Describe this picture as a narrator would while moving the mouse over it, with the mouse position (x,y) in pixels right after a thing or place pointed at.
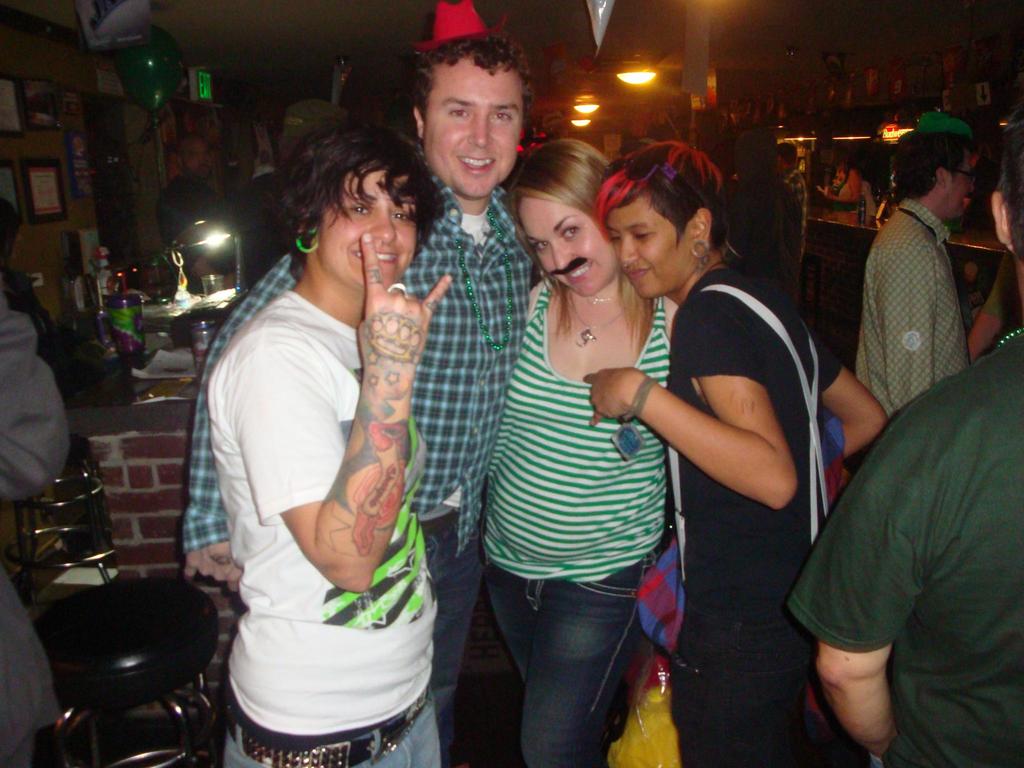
In this image in the center (676,365) there are group of people (591,310) who are standing and smiling. On the background (782,167) there are group of people (315,108) who are standing. On the top (612,43) there is a ceiling (612,43) and on the ceiling (607,89) there are some lights (588,112), on the left side (100,618) there is one chair (92,624) beside that chair (107,602) there is one table (171,337), on that table (183,396) there are some glasses (130,304) beside the table (173,303) there is a wall (41,245) on the wall (42,78) there are some photo frames (59,110) and balloons (161,87) are there.
